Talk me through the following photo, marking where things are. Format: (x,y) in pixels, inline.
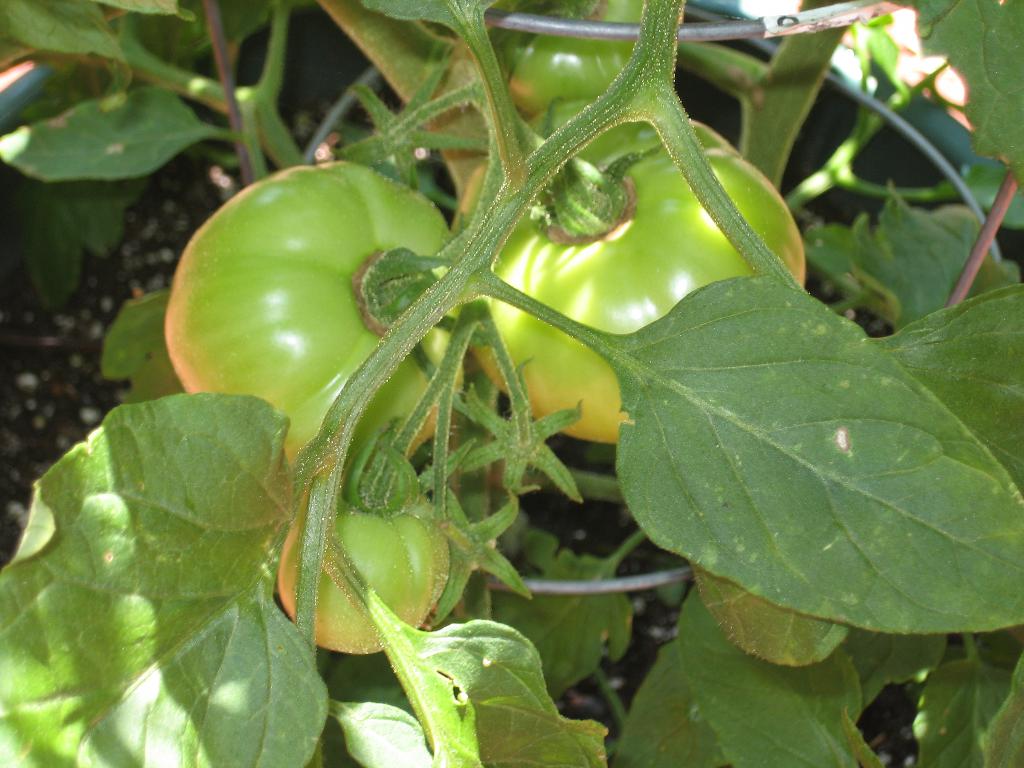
In this we can see tomato plants (815,400) with green tomatoes (252,339).
